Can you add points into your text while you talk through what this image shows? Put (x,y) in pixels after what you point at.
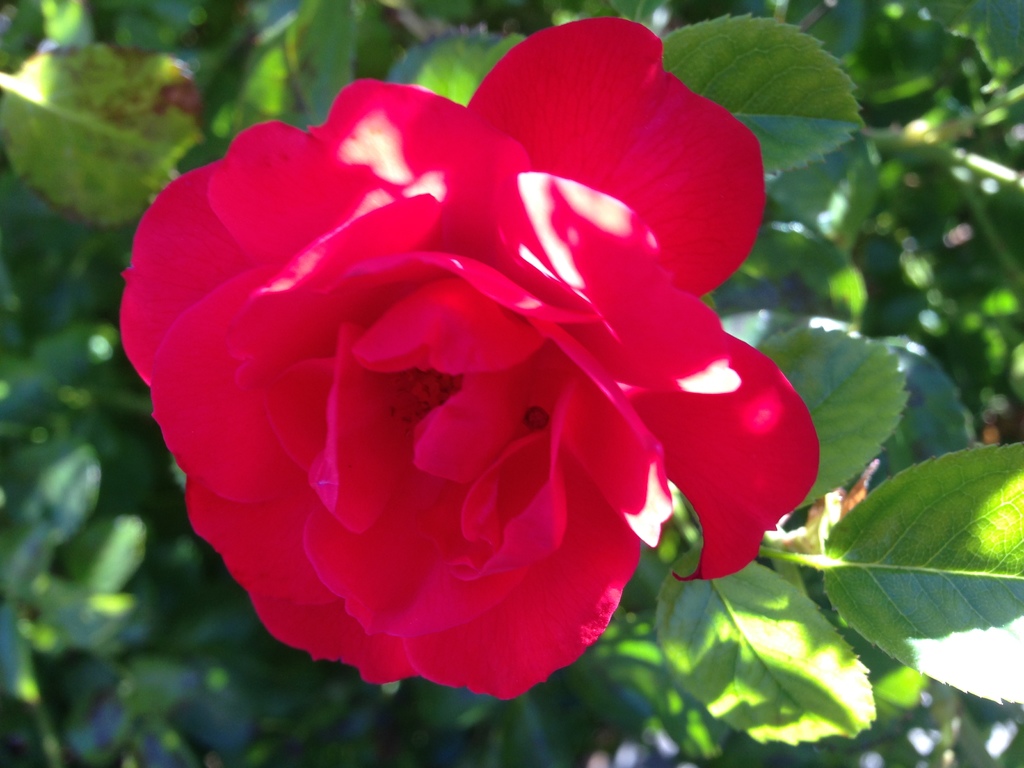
There is a rose flower (452,249) on a stem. In the background (84,425) it is green and blurred.
